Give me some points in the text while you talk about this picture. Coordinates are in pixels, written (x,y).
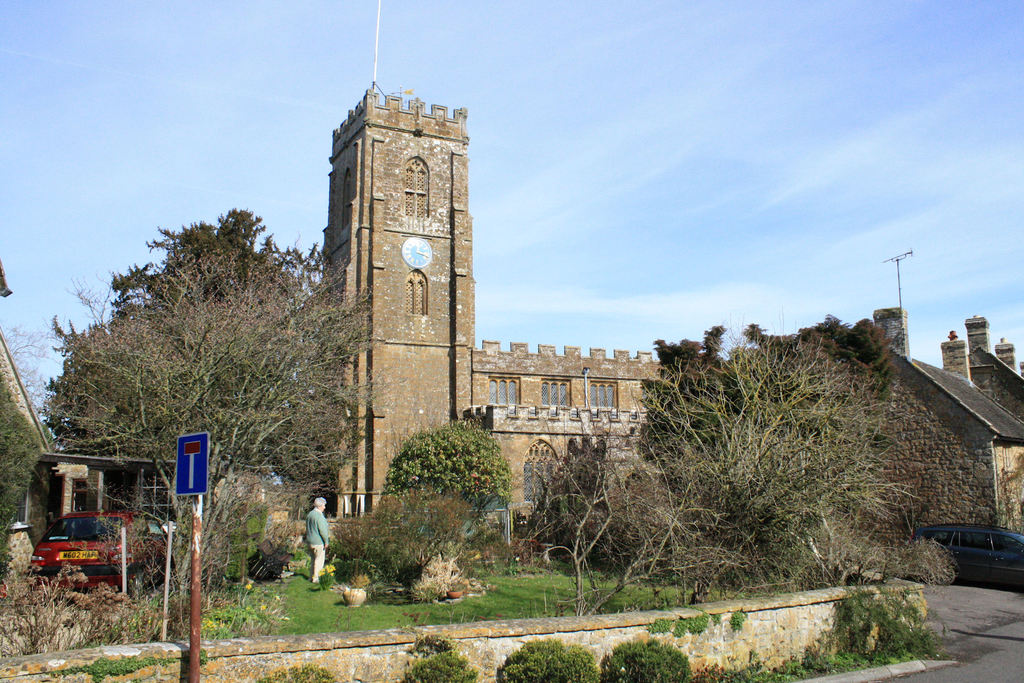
We can see board (184,455) on pole (190,658) and we can see plants (443,657), grass (322,609) and cars (103,544). There is a person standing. Background (418,261) we can see building (598,397) and we can see clock (408,253) on this building (397,239). We can see sky (873,303) with clouds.
